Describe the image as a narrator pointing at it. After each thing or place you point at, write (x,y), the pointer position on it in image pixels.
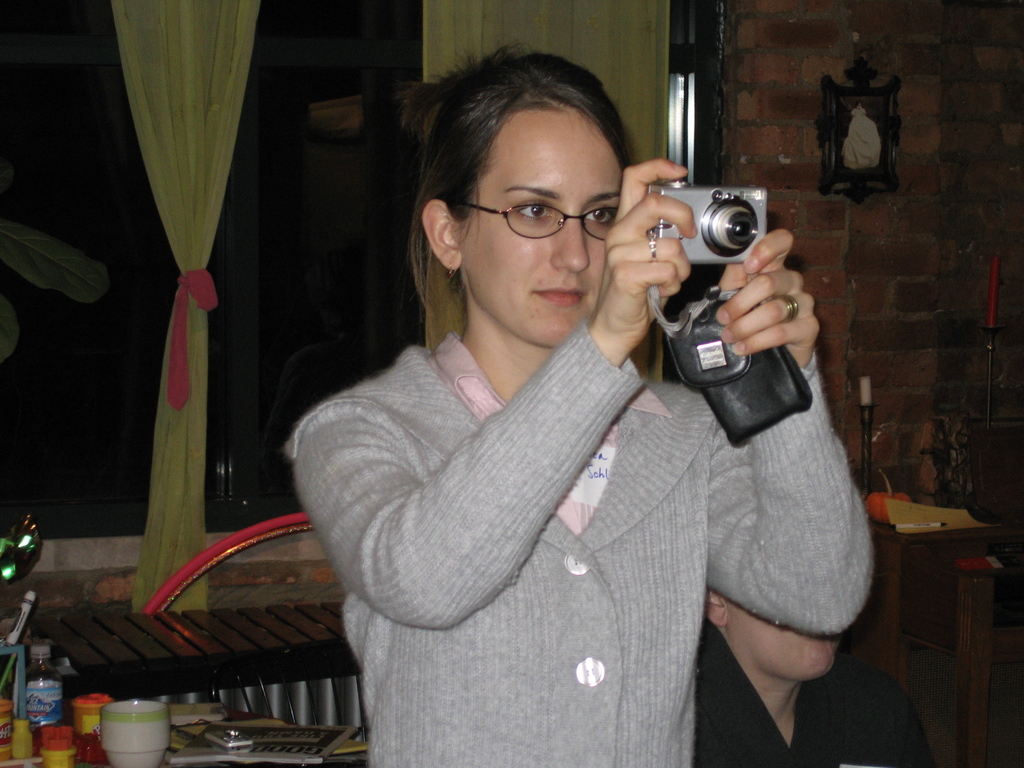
In this image we can see a woman (539,753) capturing an image with a camera (737,186). She is wearing a sweater (533,652). Here we can see a man (891,715) on the bottom right side (750,632). Here we can see the wooden table (330,631). Here we can see a bowl (131,735) and a water bottle (54,716) on the table (75,677). Here we can see another wooden table (946,630) on the right side (906,651). In the background (317,245), we can see the glass windows (265,157) and here we can see the curtains (239,62).
